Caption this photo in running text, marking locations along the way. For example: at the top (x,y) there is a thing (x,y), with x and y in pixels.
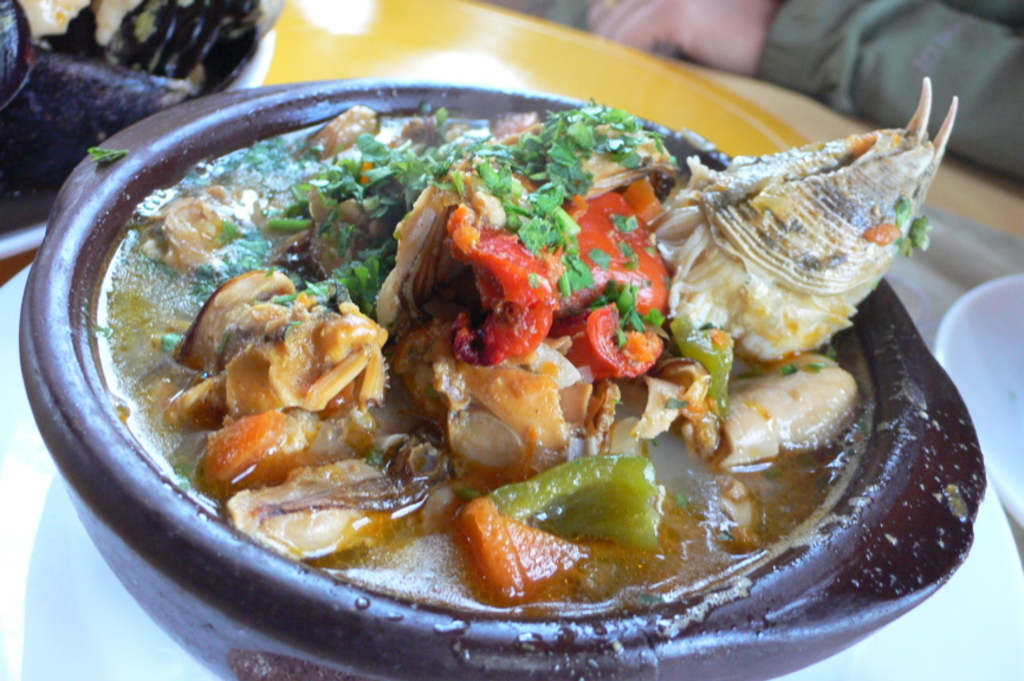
In this image we can see there are plates (115,664) and bowl (897,404) on the table (756,120) and some food items (484,294) in the bowl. And at the side, we can see the person's hand (654,3).
